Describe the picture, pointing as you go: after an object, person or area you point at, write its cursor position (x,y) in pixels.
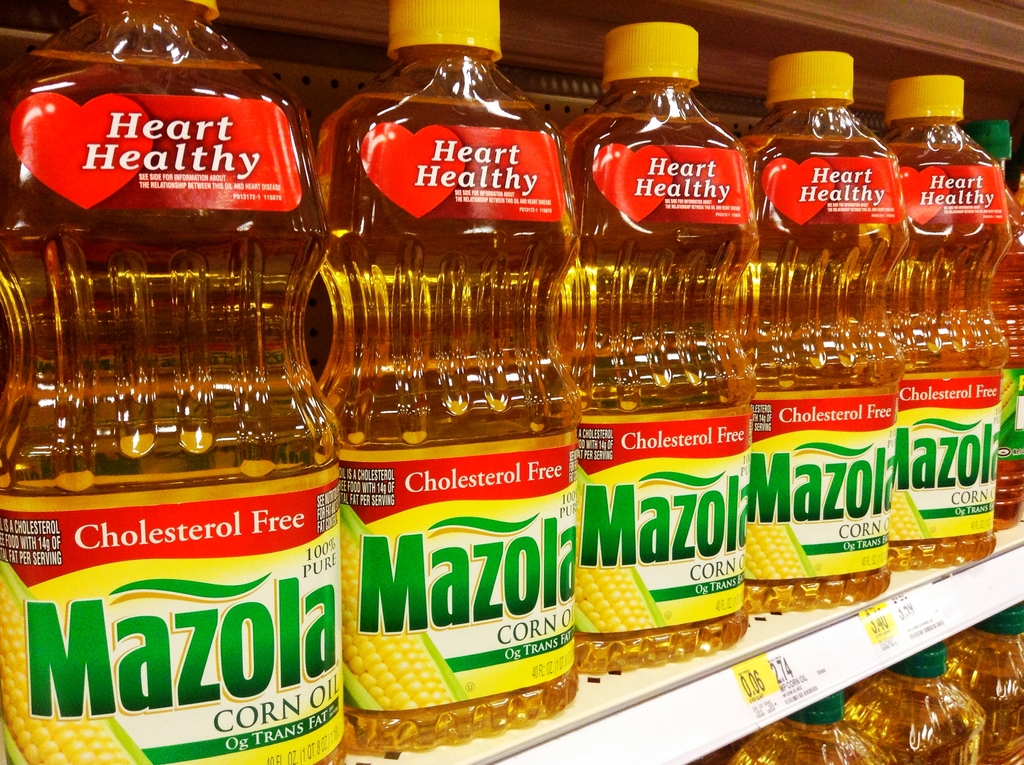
This picture is taken in a supermarket (714,680). In the middle (618,484) there are six bottles (609,350). At the bottom (826,712) there are some bottles (877,702).
